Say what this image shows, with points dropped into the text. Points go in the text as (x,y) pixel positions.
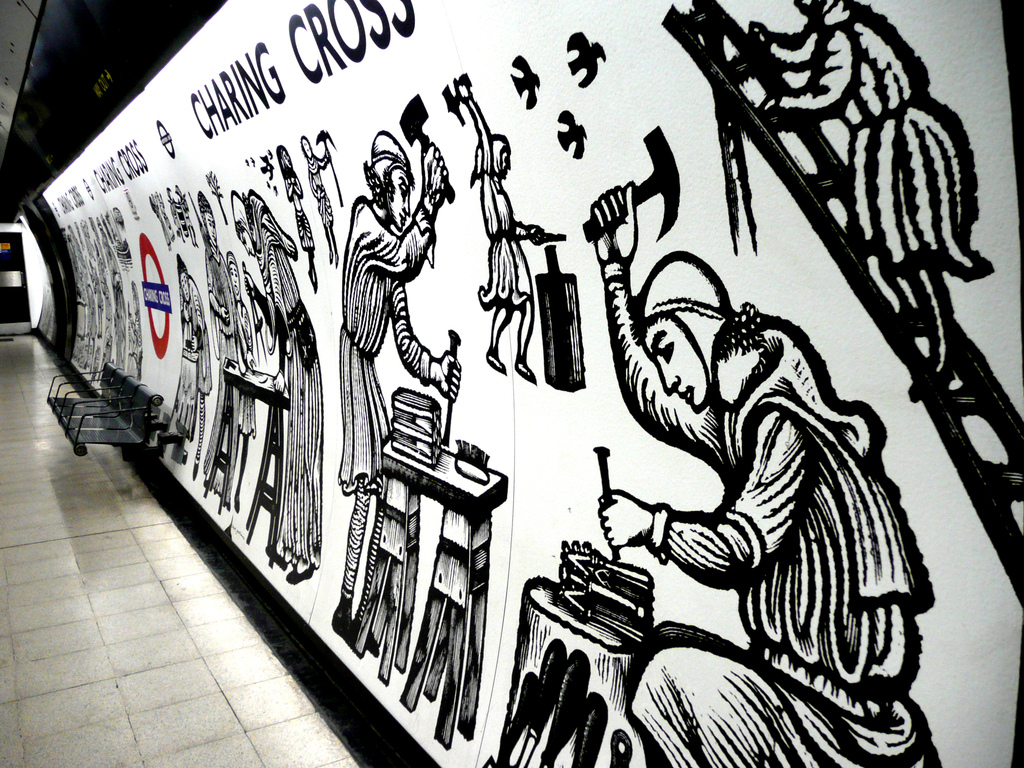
In this image in front (58,660) there is a floor (114,634). There is a bench (105,408). On the right side of the image (708,119) there is a painting (540,262) on the wall (548,109).
